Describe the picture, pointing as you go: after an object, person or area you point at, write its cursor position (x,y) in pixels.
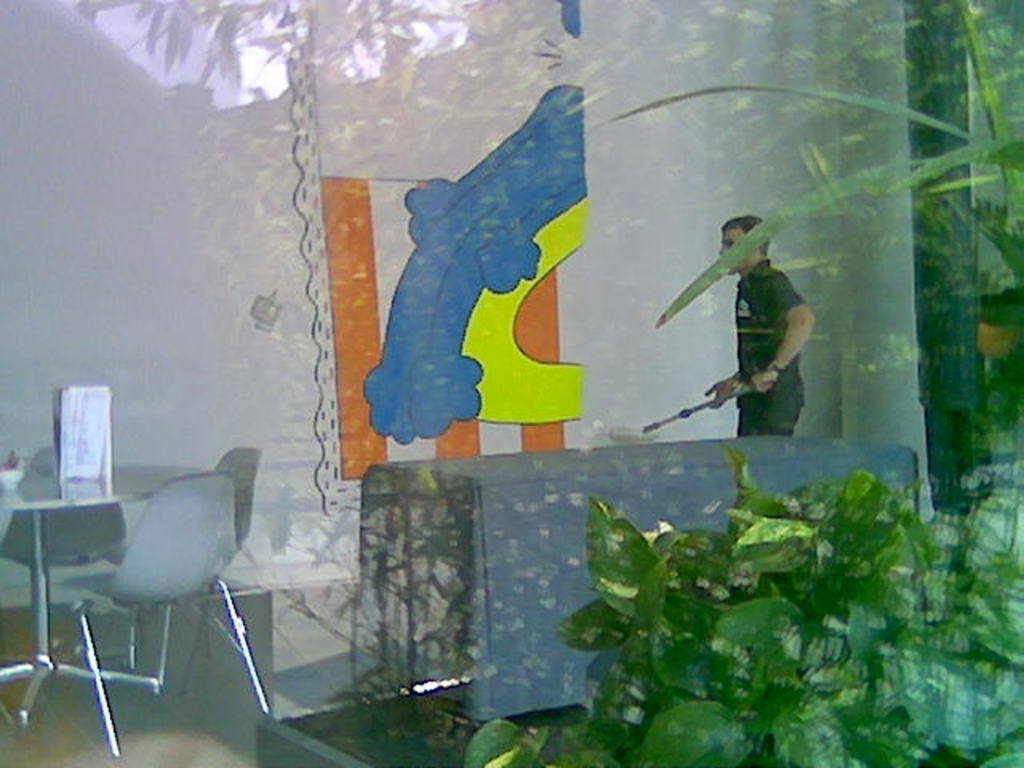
In this image on the right (744,357) there is a man (762,398) he wear black t shirt (766,309) he is holding a stick (684,417). On the left (123,499) there is a table (124,494) and chairs (153,544). On the right (892,553) there are plants (747,660) and glass (778,290).
